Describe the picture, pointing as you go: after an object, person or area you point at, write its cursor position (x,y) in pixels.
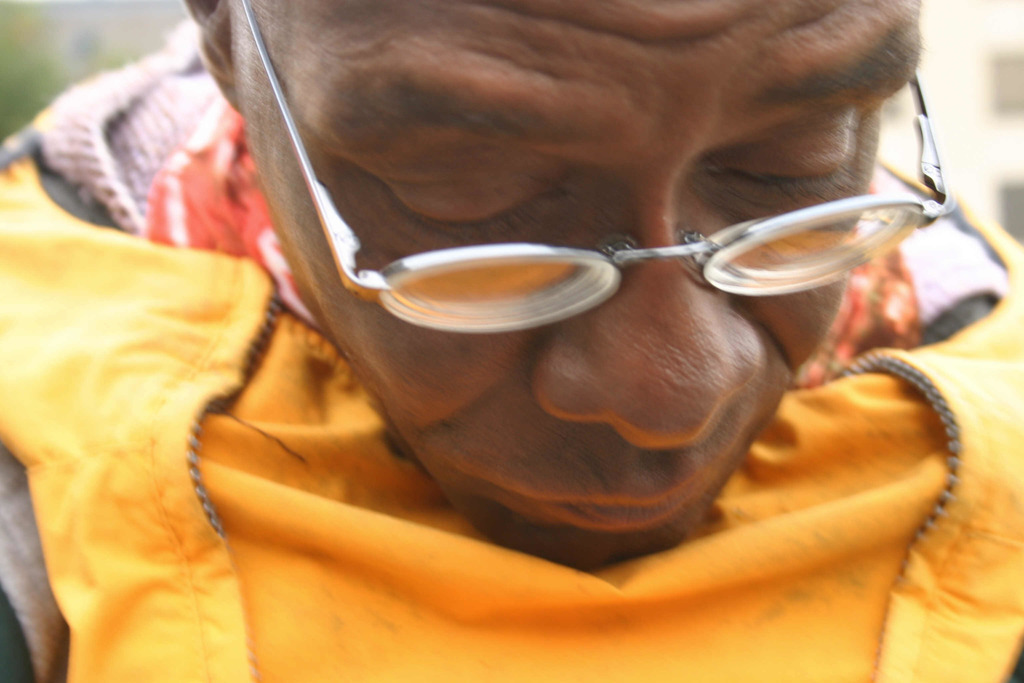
In this image there is a man (476,415), he is wearing a spectacle (782,259), there is dress (534,568) towards the bottom of the image (455,568), the background of the image (84,57) is blurred.
